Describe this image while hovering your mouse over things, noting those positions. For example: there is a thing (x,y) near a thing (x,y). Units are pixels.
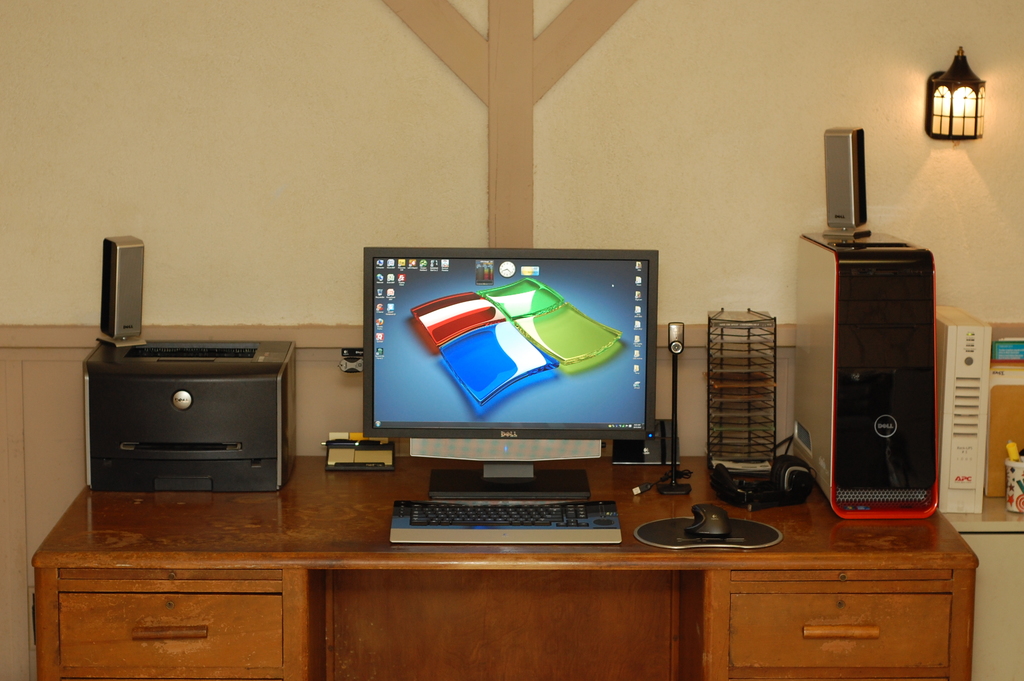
In this image I can see a brown colour table (445,585) and on it I can see a monitor (541,483), a keyboard (539,523), a webcam (676,386) and a mouse (721,525). On the right side of the table (798,564) I can see a headphone (721,482), a CPU (906,302), a speaker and on the left side (287,453) I can see a black colour electronic device (174,343), one more speaker (139,338) and a yellow colour thing (370,459). On the right side of this image (1003,484) I can see few things (950,366) and a light (926,121) on the wall (911,77). I can also see few drawers (892,601) on the both side of the table (310,621).
